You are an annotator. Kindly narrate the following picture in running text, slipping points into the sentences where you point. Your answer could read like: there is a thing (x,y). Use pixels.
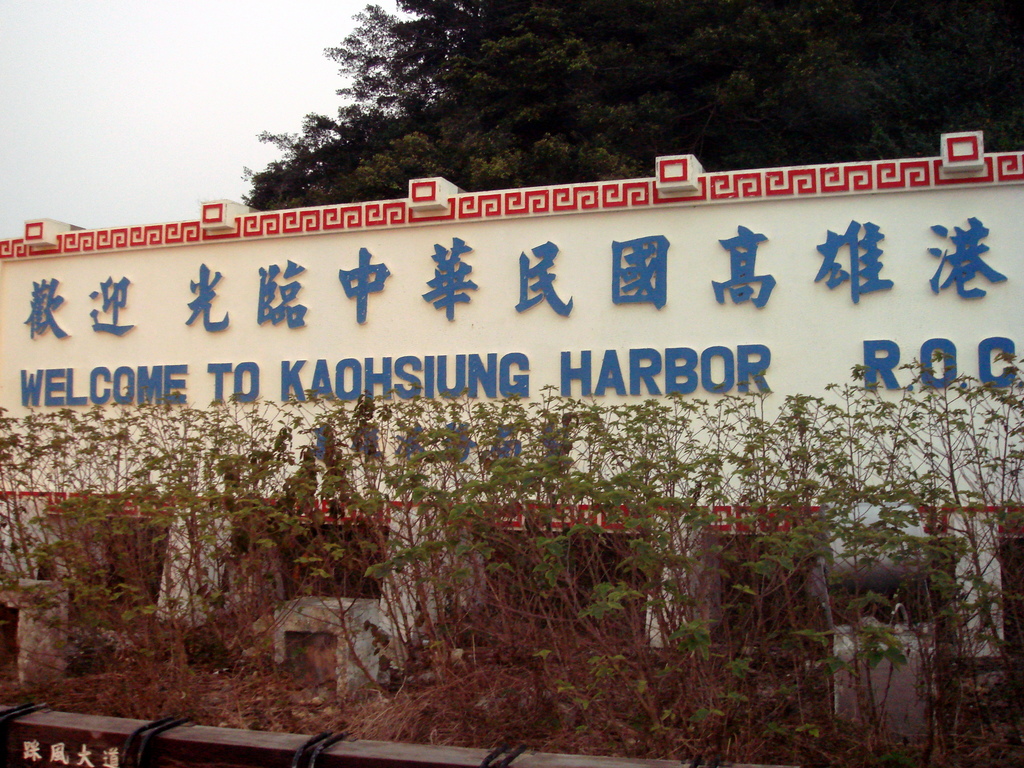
In this image we can see the wall (457,385) with the text (601,363). We can also see the plants (548,542), trees (479,98) and also the sky (230,67). In the bottom left corner (27,747) there is text (111,754) in different language.
